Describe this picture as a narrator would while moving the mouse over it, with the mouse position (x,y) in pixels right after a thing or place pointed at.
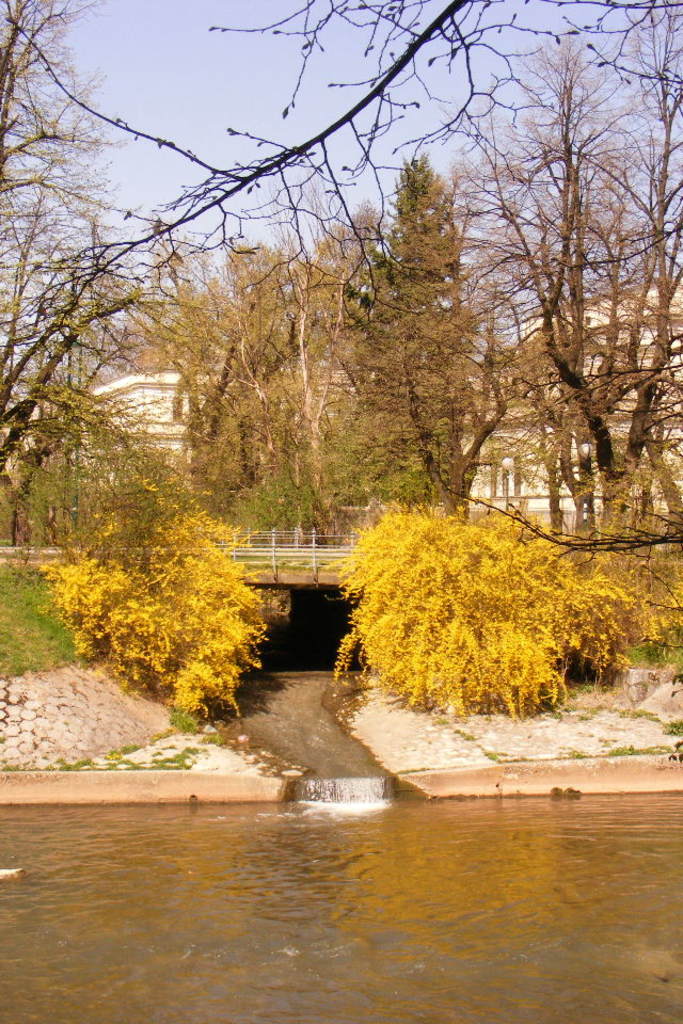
At the bottom of this image (546,991), there is water (233,915). In the background (290,592), there is a bridge (293,579) on the water (310,698) of a lake (181,939). In the background (511,540), there are trees (149,328), plants (405,508), buildings (640,365) and grass (18,597) on the ground (32,657) and there is a clear sky (170,91).
